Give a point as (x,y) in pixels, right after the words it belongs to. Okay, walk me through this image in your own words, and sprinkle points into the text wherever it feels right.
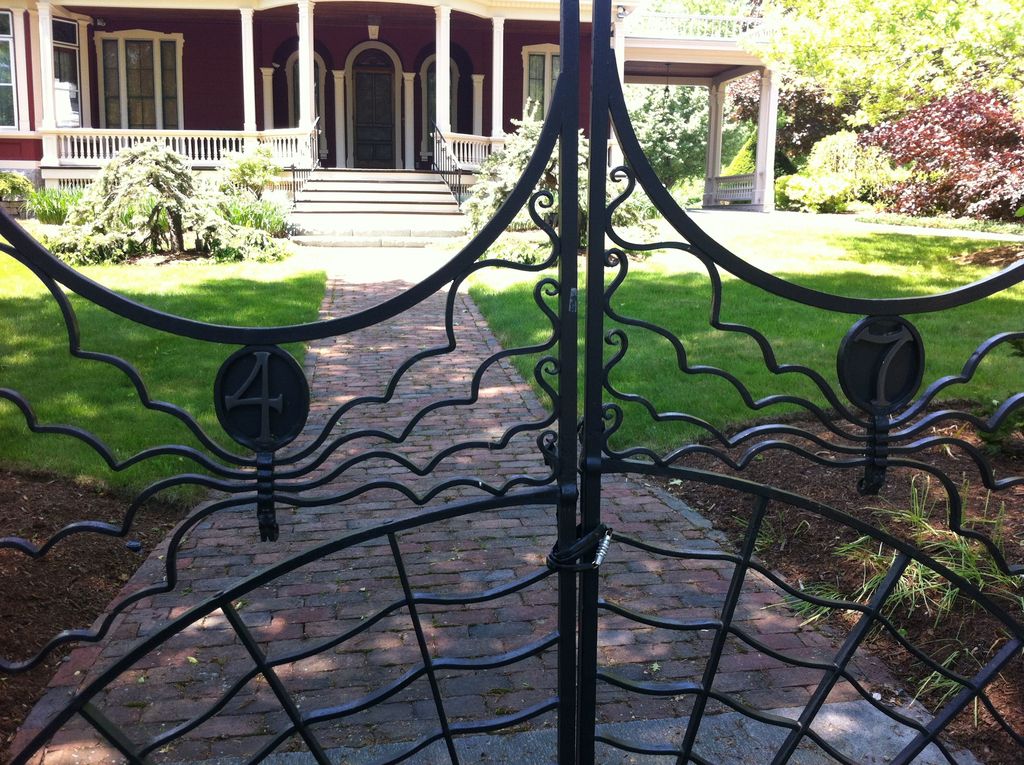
In the foreground (517,441) I can see a gate (691,471), grass (33,286) and plants (521,214). In the background (13,157) I can see a building (322,63) and windows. This image is taken during a sunny day.
